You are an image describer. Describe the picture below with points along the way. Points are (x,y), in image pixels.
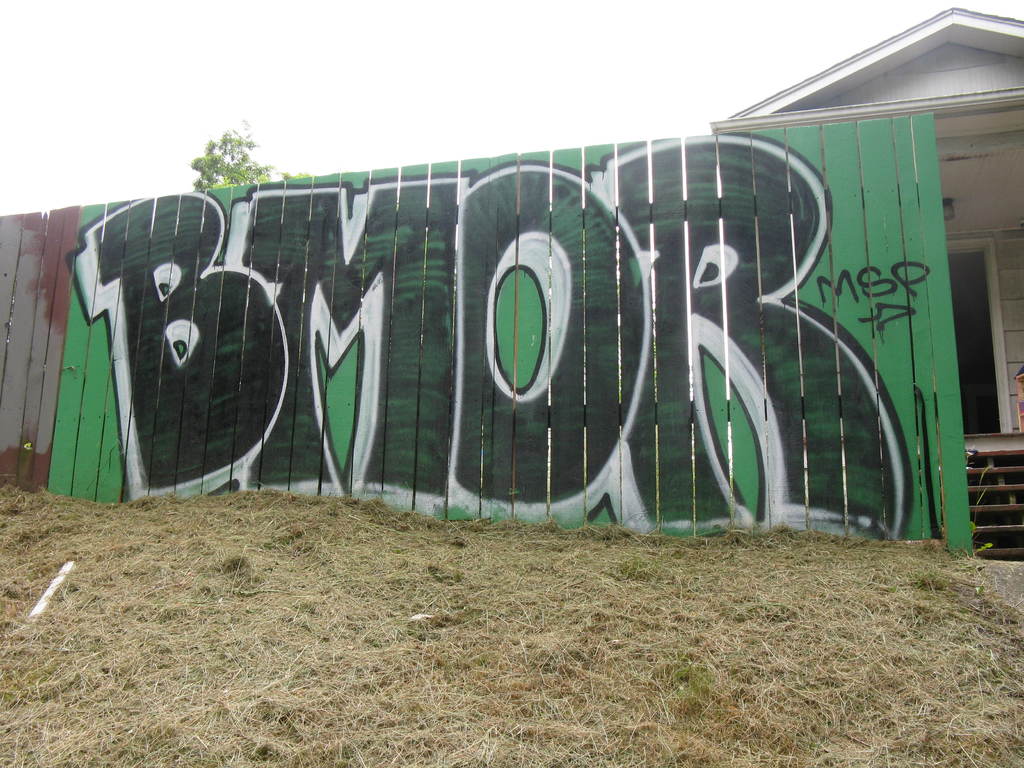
In the center of the image (493,367) there is a painting (668,326) on the wall (202,318). At the bottom of the image (584,653) there is grass (509,558) on the surface (621,572). In the background of the image (216,160) there is a tree (246,164). There is a building (1010,401) and there is sky (560,53).
